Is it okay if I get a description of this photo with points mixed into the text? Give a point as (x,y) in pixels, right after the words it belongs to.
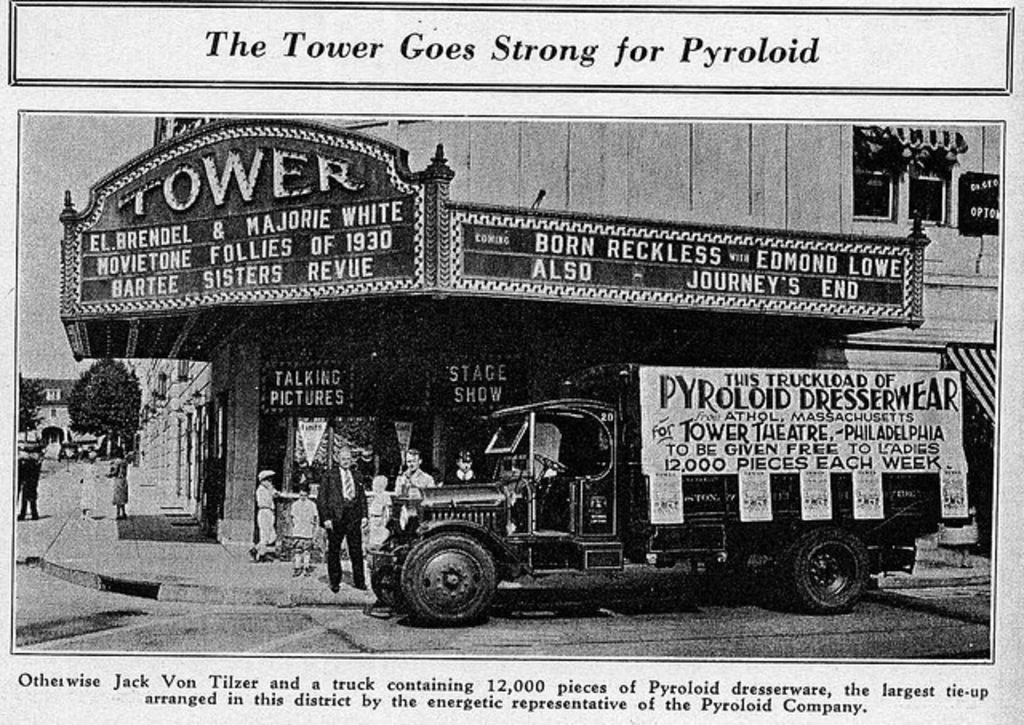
In the picture we can see a building (436,333), boards (147,294), trees (137,392), vehicle (899,507), and few persons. There is text (307,372) written on it.
